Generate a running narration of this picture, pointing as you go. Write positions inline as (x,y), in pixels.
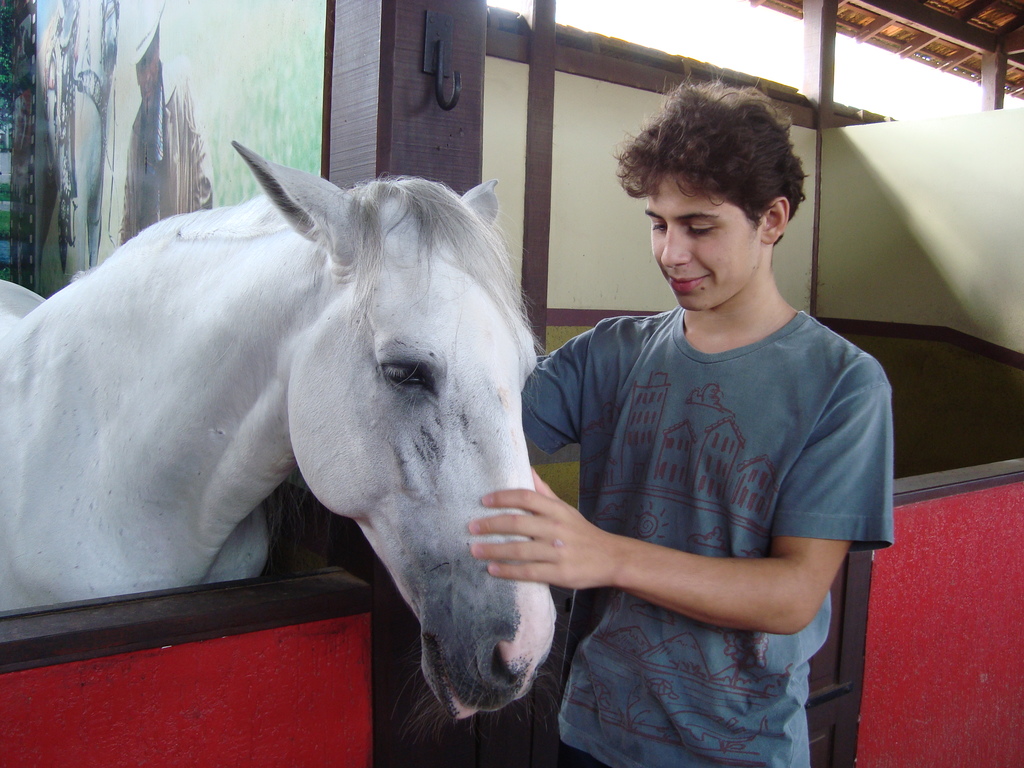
As we can see in the image there is a white color horse (467,357) and a man (763,376).
